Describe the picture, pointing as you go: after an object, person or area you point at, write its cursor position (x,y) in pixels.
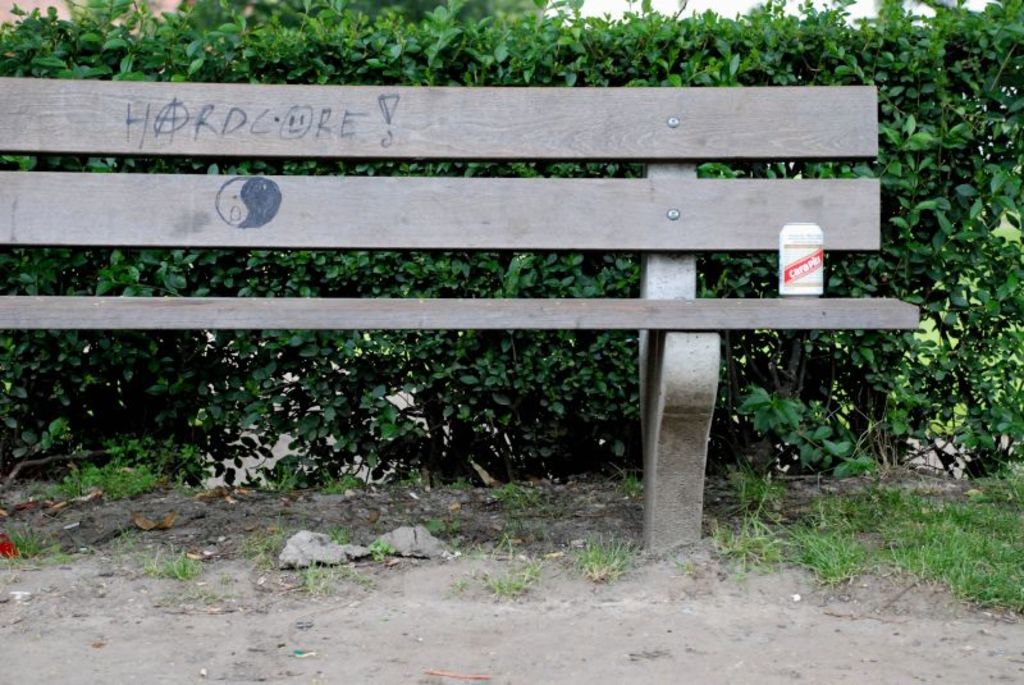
In this image we can see a bench (713,374) and there is a tin (800,288) placed on the bench (719,330). In the background (364,343) there is a hedge (881,274). At the bottom (919,566) there is grass (962,547).
